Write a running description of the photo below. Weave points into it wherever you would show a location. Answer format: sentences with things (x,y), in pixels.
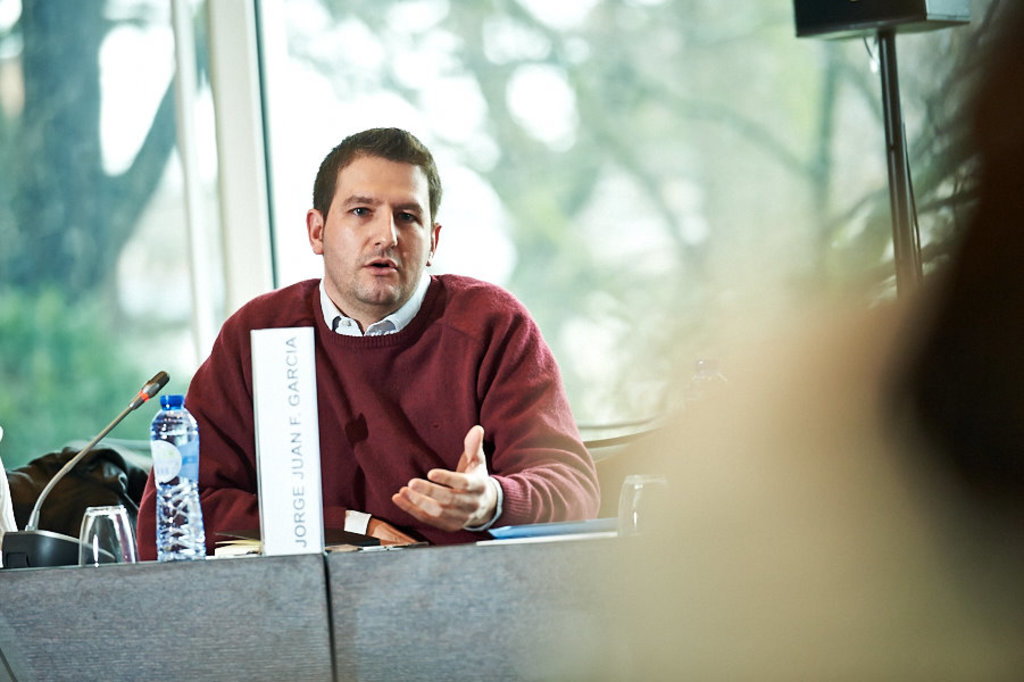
In this image we can see a person (340,335) sitting behind a table (451,591) containing microphone (21,542), books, a board (280,426) with some text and some glasses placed on it. On the right side of the image (895,219) we can see a speaker (912,4) on a stand (893,76). In the background (859,122), we can see some trees (734,221) and sky (291,187).
